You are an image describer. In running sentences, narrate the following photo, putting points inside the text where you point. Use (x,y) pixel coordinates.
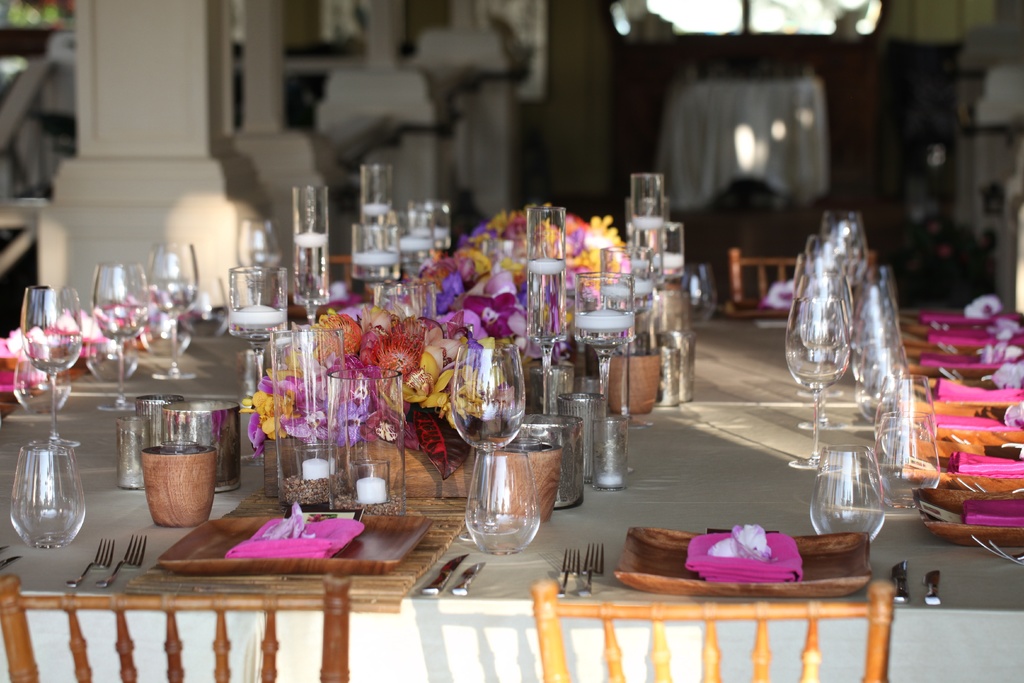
In the image there is dining table (106,509) on which are plates (638,559), forks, wine glasses (481,394), bowls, flowers (491,305) in middle (514,272) and chairs (689,609) in front of the table (672,669), this looks like a dining room (549,169).
